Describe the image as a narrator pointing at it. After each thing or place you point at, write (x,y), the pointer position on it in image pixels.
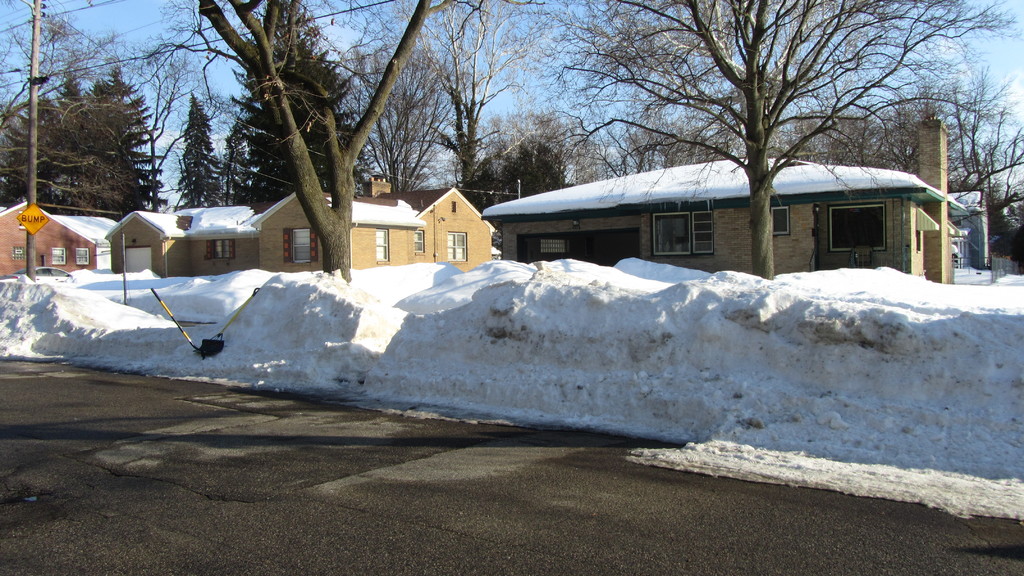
In this image there is a road (316,494) in the bottom of this image (344,471) and there is a snow (293,335) is on the top side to this road (339,459). There are some buildings (421,254) in the background (225,251), and there are some trees (374,159) on the top of this image (642,113).
